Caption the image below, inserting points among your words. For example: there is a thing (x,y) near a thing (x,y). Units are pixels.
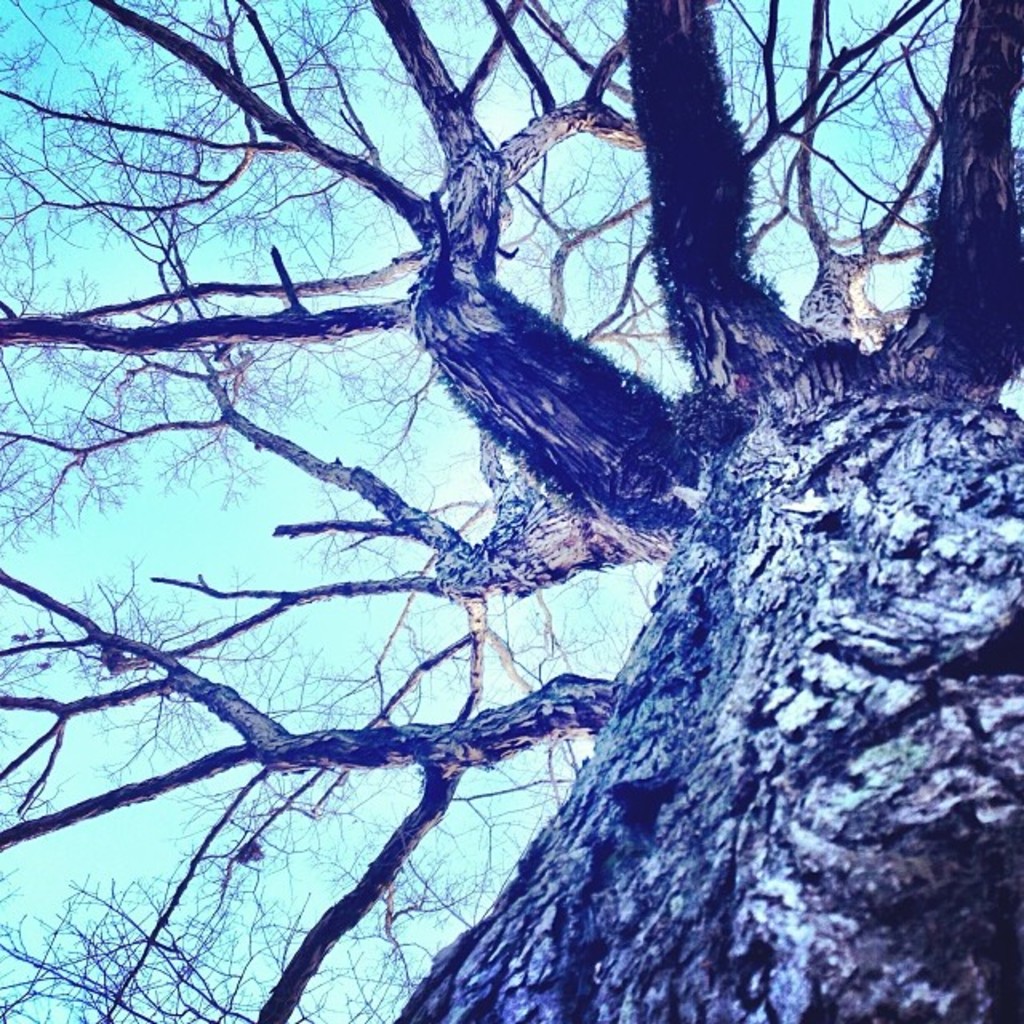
In the foreground of this image (726,690), there is a tree trunk (721,624) and on the top (450,257), we can see the branches (263,744) of the trees (300,744) without leaves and the sky (134,506).
